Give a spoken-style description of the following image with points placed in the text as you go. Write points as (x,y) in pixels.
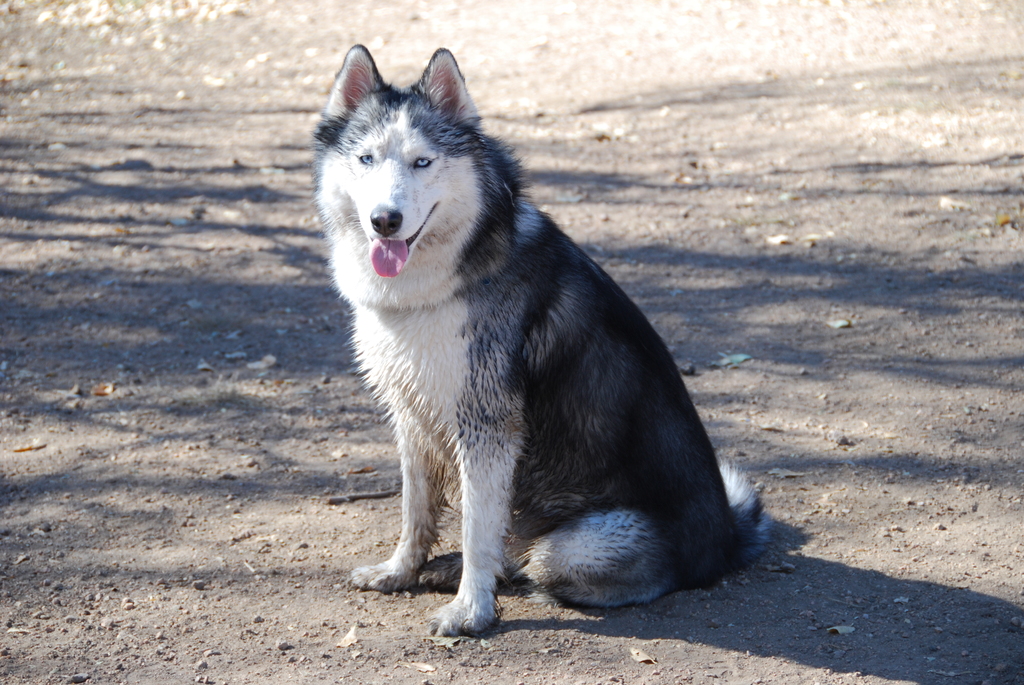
In this image we can see a dog (493,414) sitting on the ground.
